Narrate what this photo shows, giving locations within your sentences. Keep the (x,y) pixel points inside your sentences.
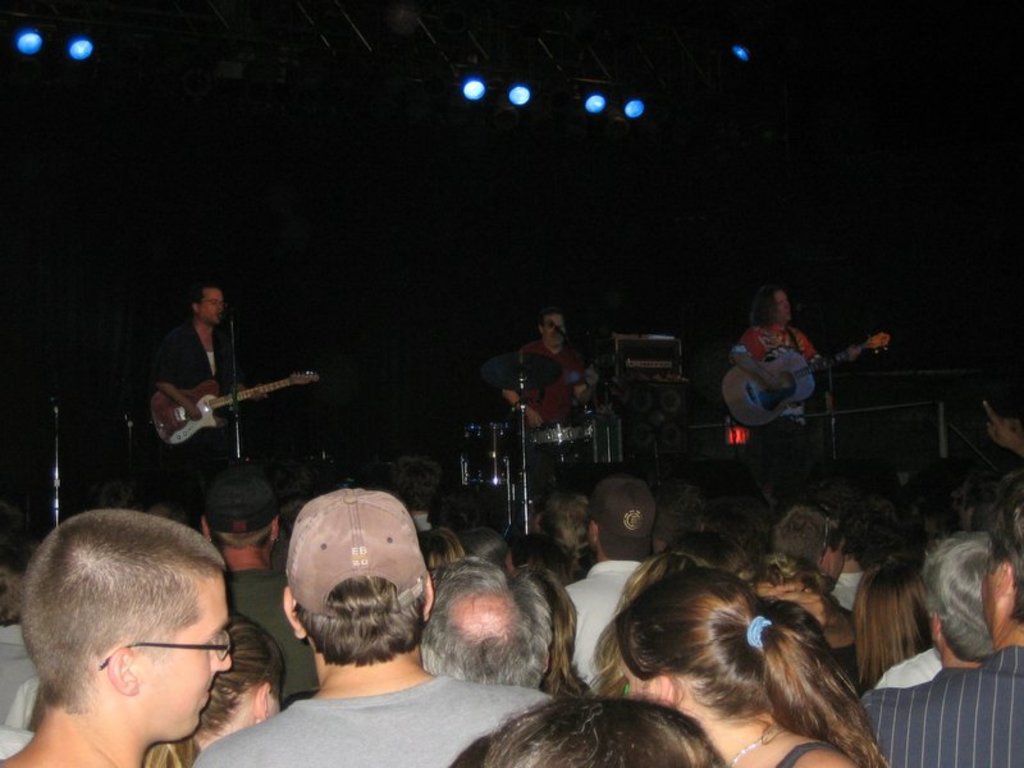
In this image i can see group of people (405,682) and in the background (218,323) i can see persons (230,384) holding musical instruments (312,380) and few lights (29,45).
